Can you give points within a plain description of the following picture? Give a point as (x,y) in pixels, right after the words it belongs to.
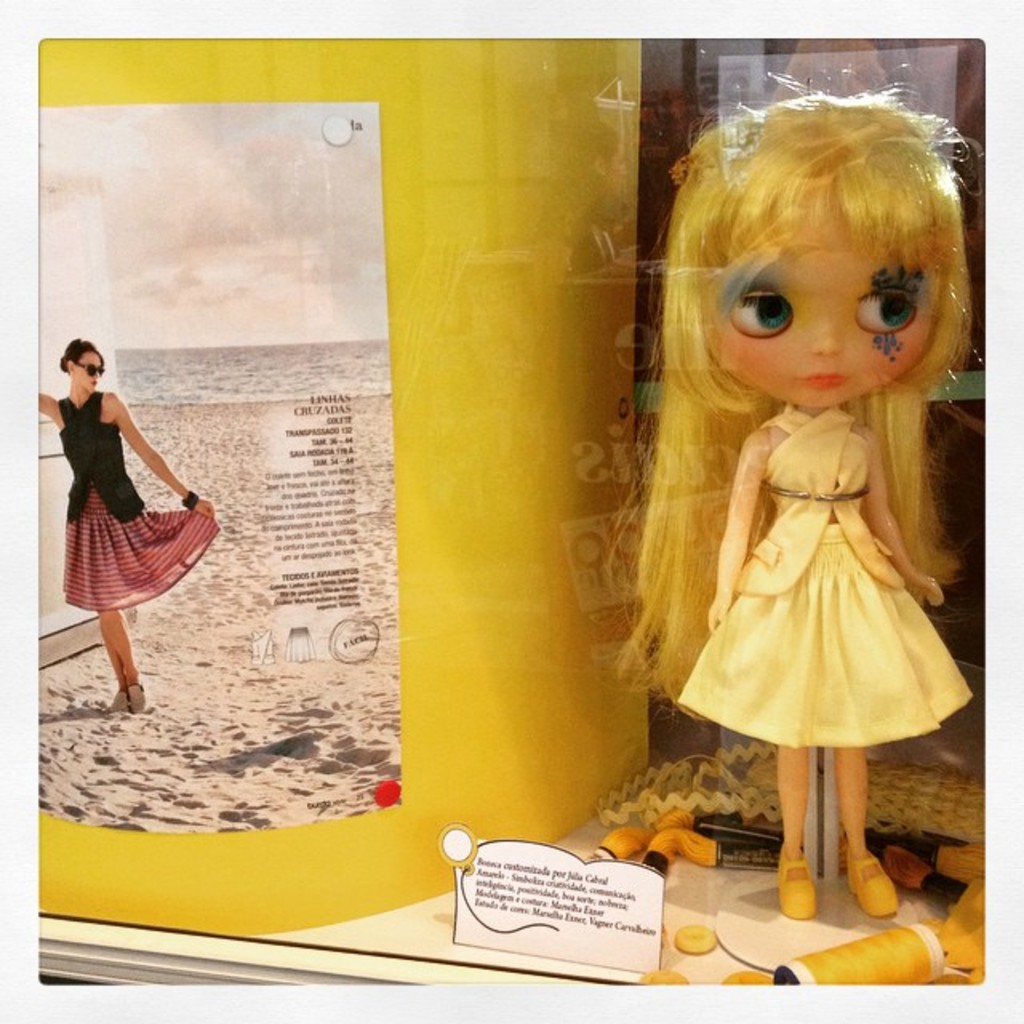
In this image I can see the toy (754,501) which is in yellow color. To the left (185,476) I can see the sticker (242,364) to the yellow color object (436,308). In-front of the toy (744,645) I can see the white color board (456,912). In the sticker (246,704) there is a person (145,535) standing on the sand (242,568). In the back (195,378) I can see the water (265,362) and the sky (199,199).
